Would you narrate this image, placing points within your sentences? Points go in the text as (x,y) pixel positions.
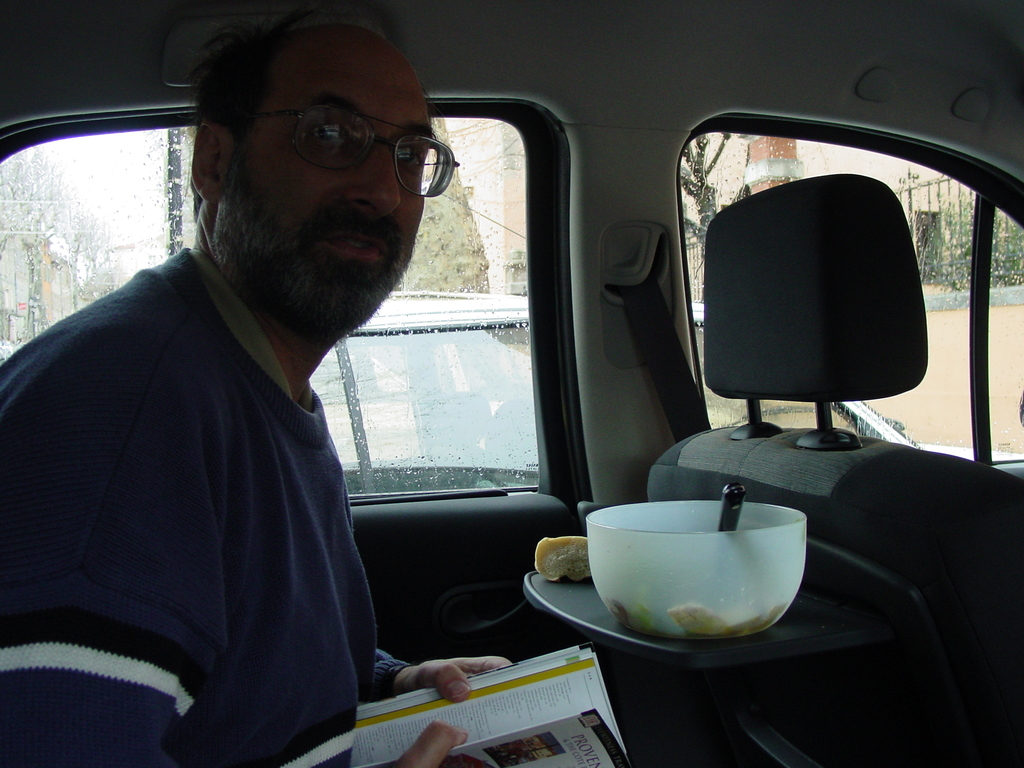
In this image I can see a person (349,311) sitting inside the car (571,443) and he is holding the book (510,723). In front of him there is a bowl (742,539).
